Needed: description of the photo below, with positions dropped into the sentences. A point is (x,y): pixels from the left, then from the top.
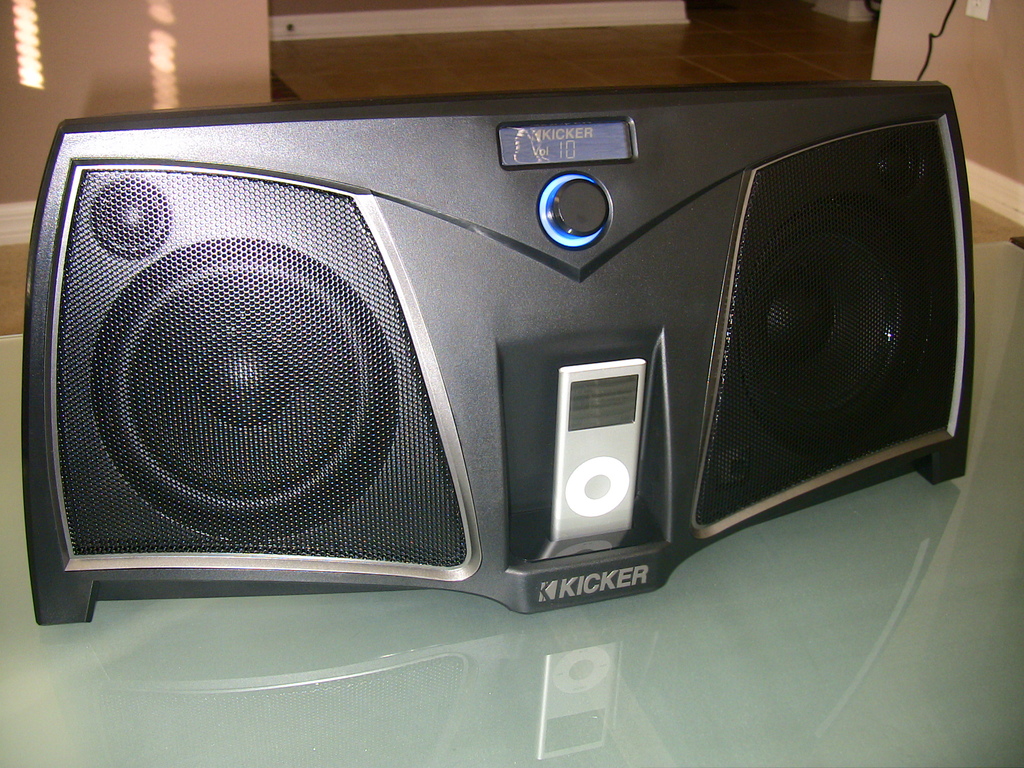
In this image, we can see a black color speaker (709,542) kept on the glass table (452,667), in the background (662,63), we can see the floor (772,71) and there is a wall (996,84).
